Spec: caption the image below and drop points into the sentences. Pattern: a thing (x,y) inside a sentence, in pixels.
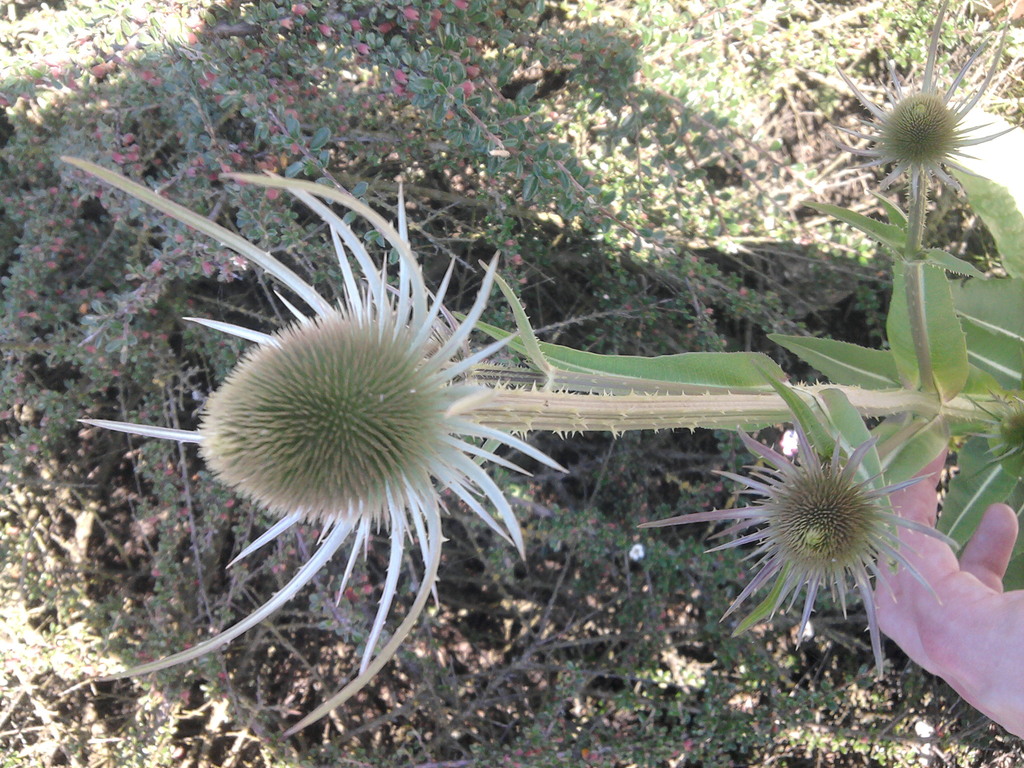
In this image I can see a flower plant (580,420) which has flowers (400,409). Here I can see a person's hand (931,563) and some other plants (384,138).
